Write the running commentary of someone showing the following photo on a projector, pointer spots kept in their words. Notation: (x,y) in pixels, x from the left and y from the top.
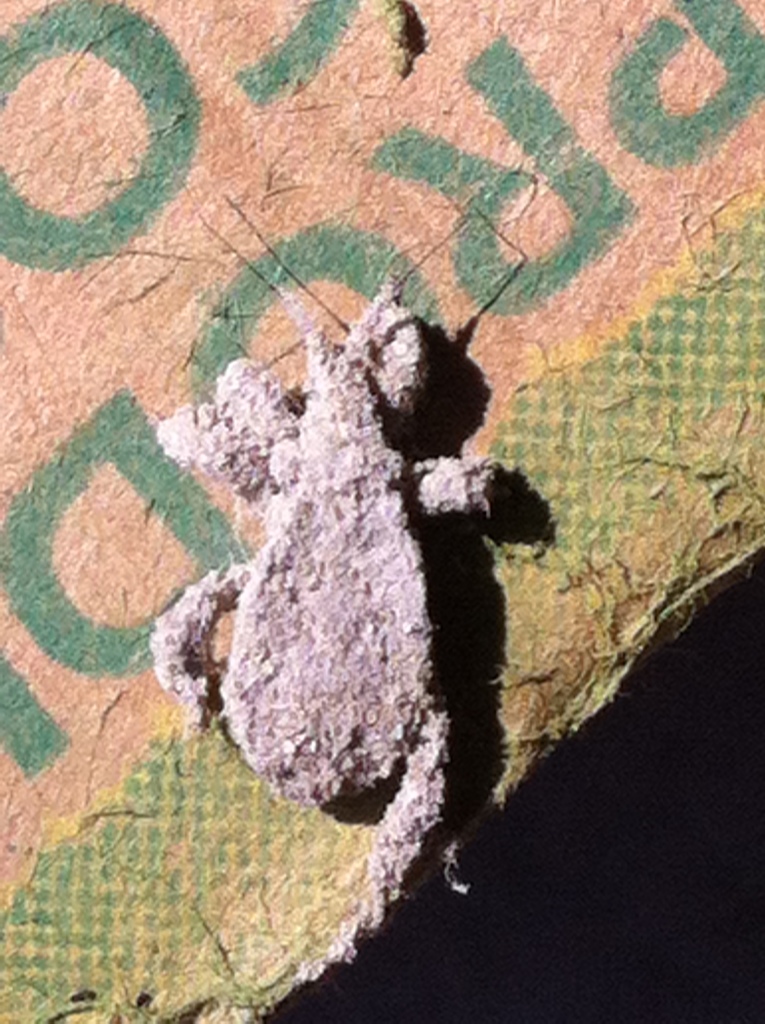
In this image we can see a bug (311,506) on a cardboard sheet (460,559).
